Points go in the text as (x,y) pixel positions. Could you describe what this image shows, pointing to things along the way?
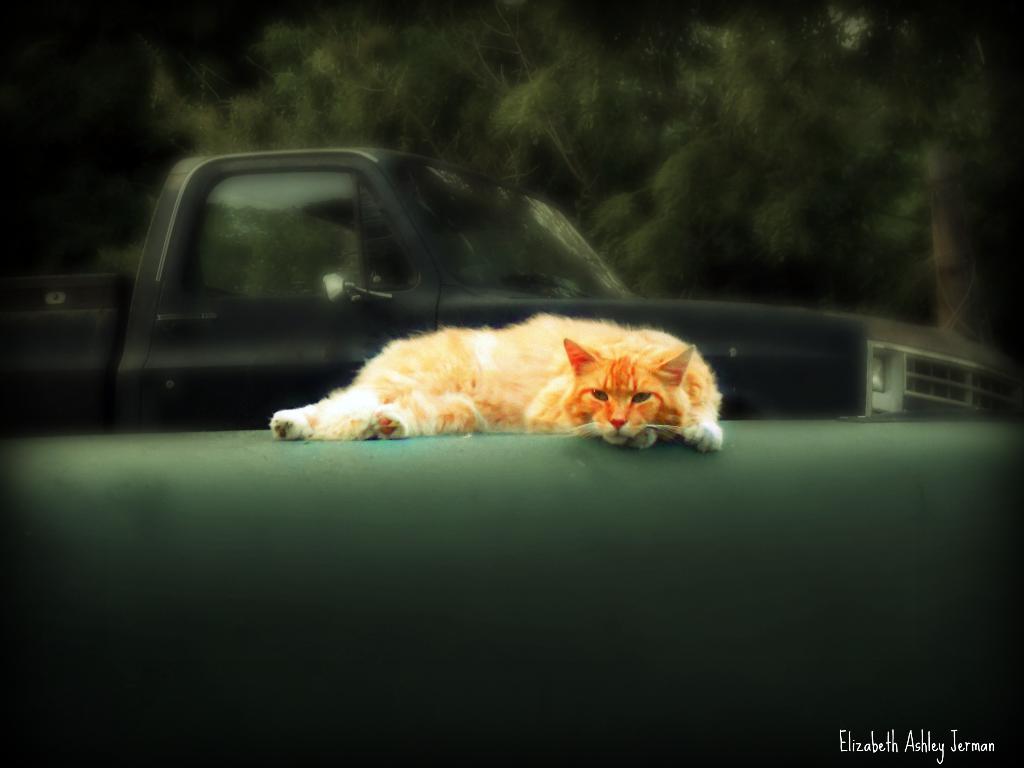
In this image we can see a cat (459,422) and in the background (442,282) there is a truck (476,270) and few trees (598,115).
